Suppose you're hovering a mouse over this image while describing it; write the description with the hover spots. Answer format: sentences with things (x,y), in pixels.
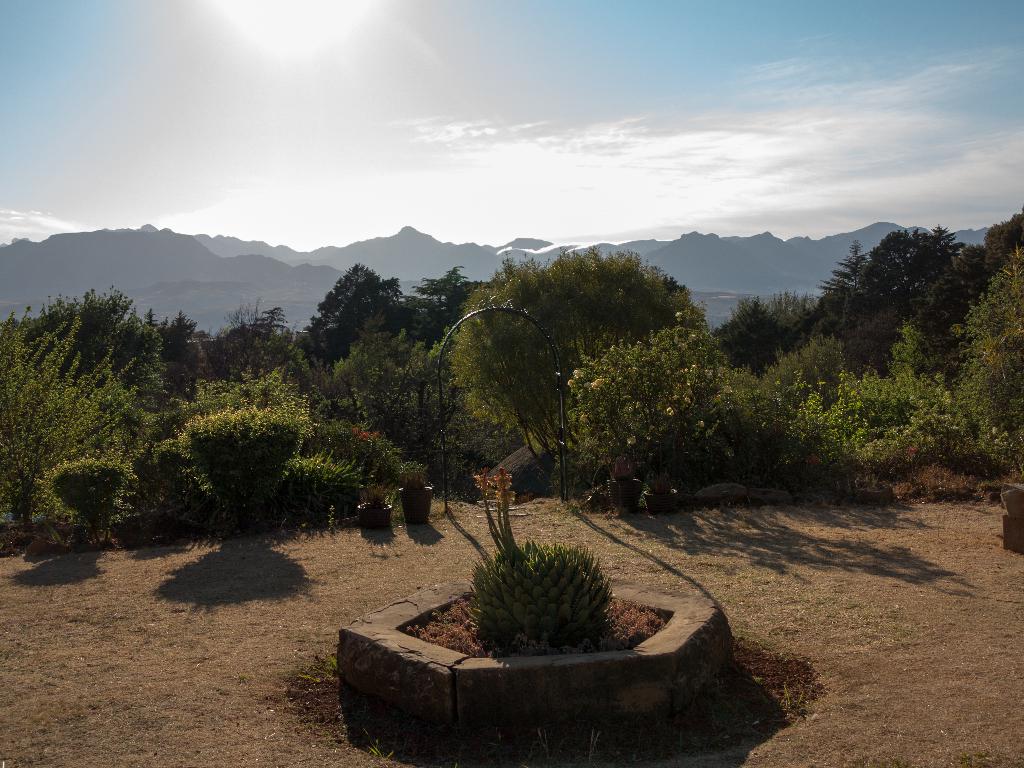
In this image we can see the arch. And there are potted plants (523,595) on the ground (318,673) and we can see there are trees (282,349), mountains (340,271) and the sky (532,152).
